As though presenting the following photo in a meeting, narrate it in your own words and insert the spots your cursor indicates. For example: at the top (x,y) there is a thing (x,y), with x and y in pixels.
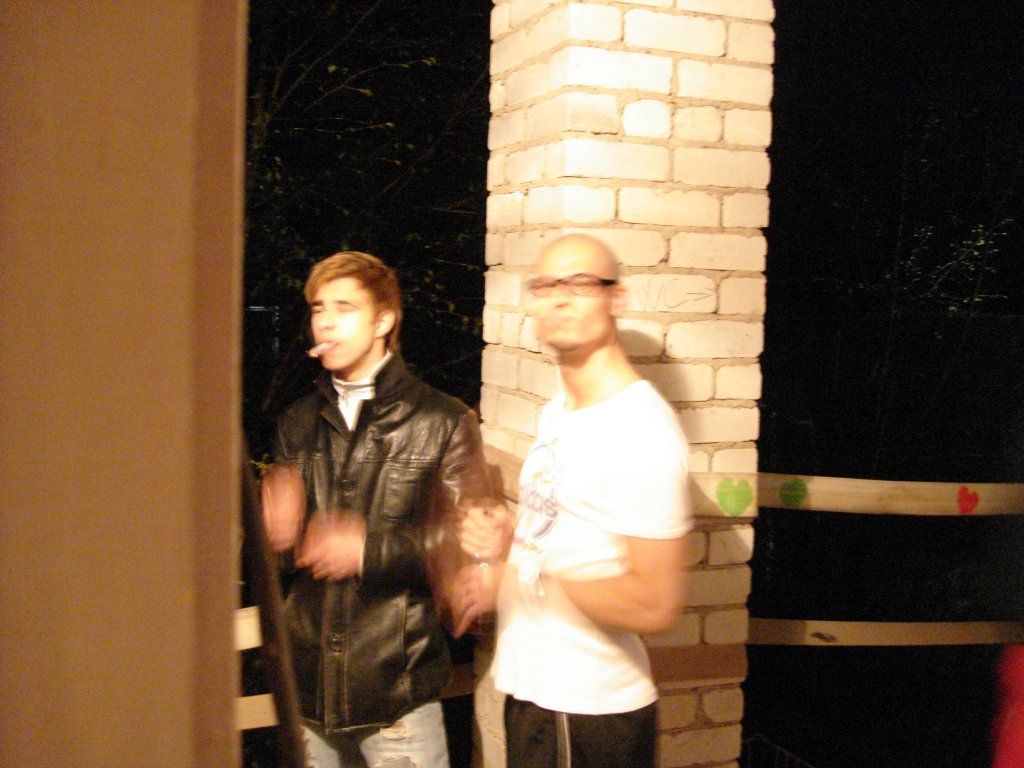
In this picture I can see two men (530,507) are standing beside the pillar (640,130). The background of the image (839,240) is dark. The man (397,505) on the left (323,506) is wearing black leather jacket (394,535). The person (608,495) on the right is wearing white color t-shirt (632,480) and spectacles (575,288).
